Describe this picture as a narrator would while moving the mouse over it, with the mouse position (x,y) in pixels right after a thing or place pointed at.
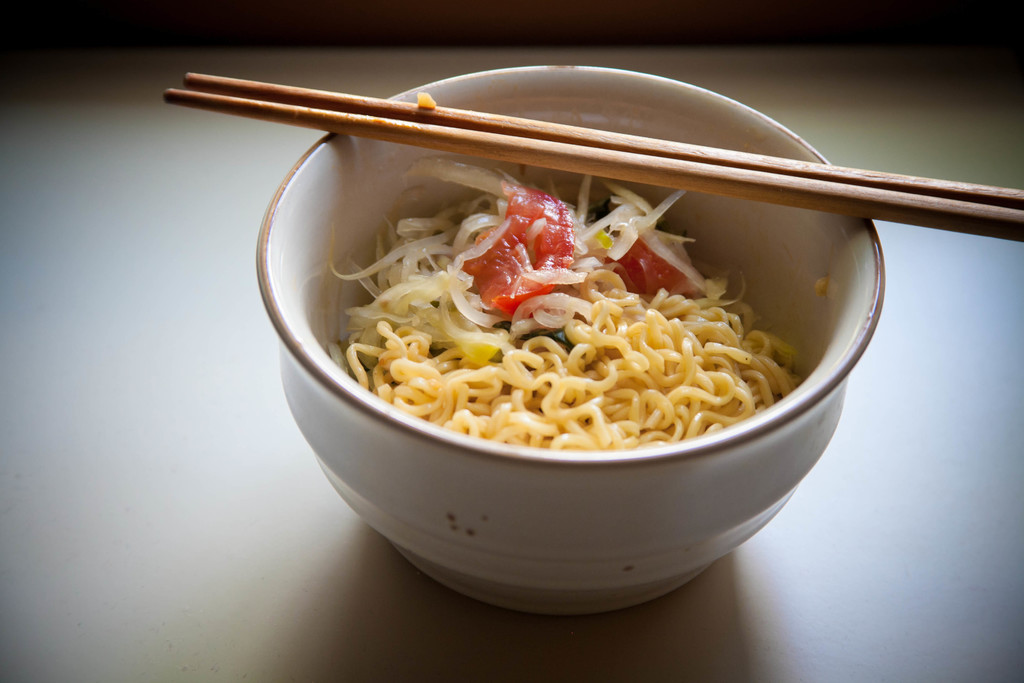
In this picture there is a bowl (397,204). Noodles (584,382) and tomatoes (536,253) in a bowl (264,253). There are chopsticks (459,118).
